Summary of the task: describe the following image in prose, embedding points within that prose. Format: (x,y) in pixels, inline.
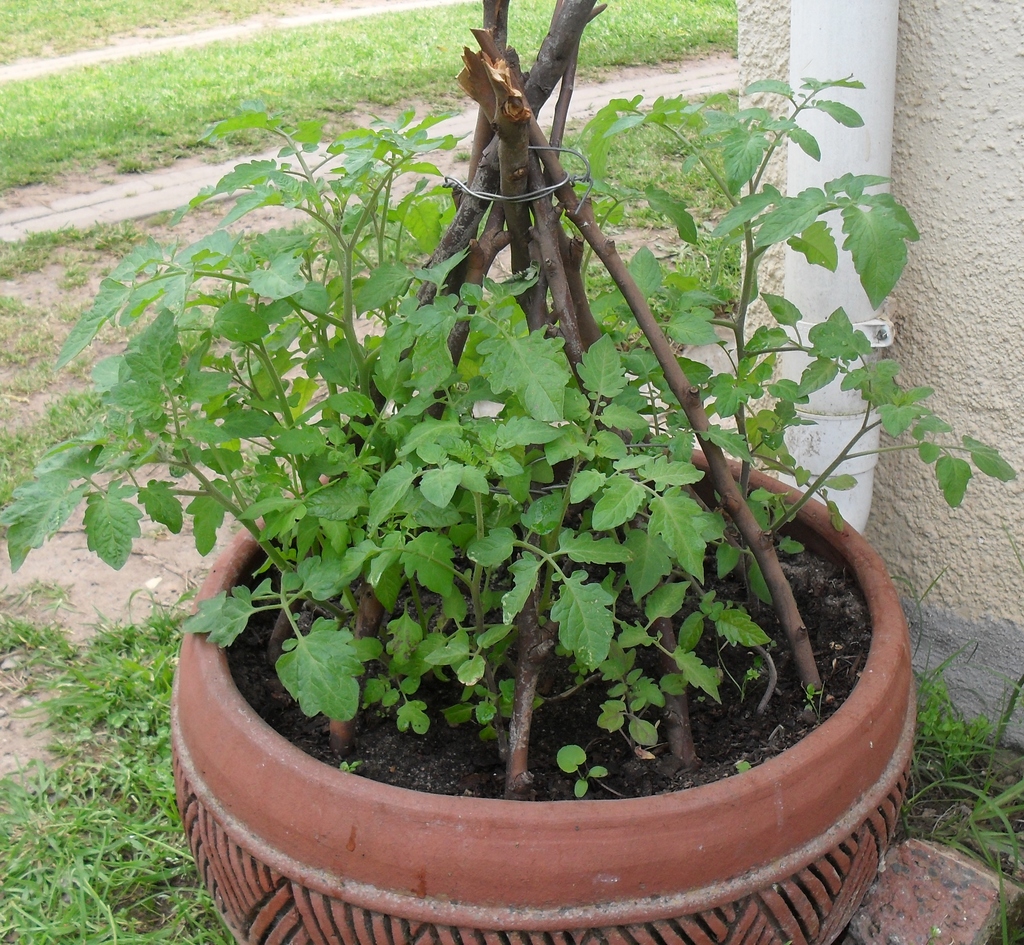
In this image we can see there is a potted plant (681,476). At the back (935,347) there is a wall (953,586) with pipeline (801,82), beside the wall (764,64) there is a grass (145,108).
